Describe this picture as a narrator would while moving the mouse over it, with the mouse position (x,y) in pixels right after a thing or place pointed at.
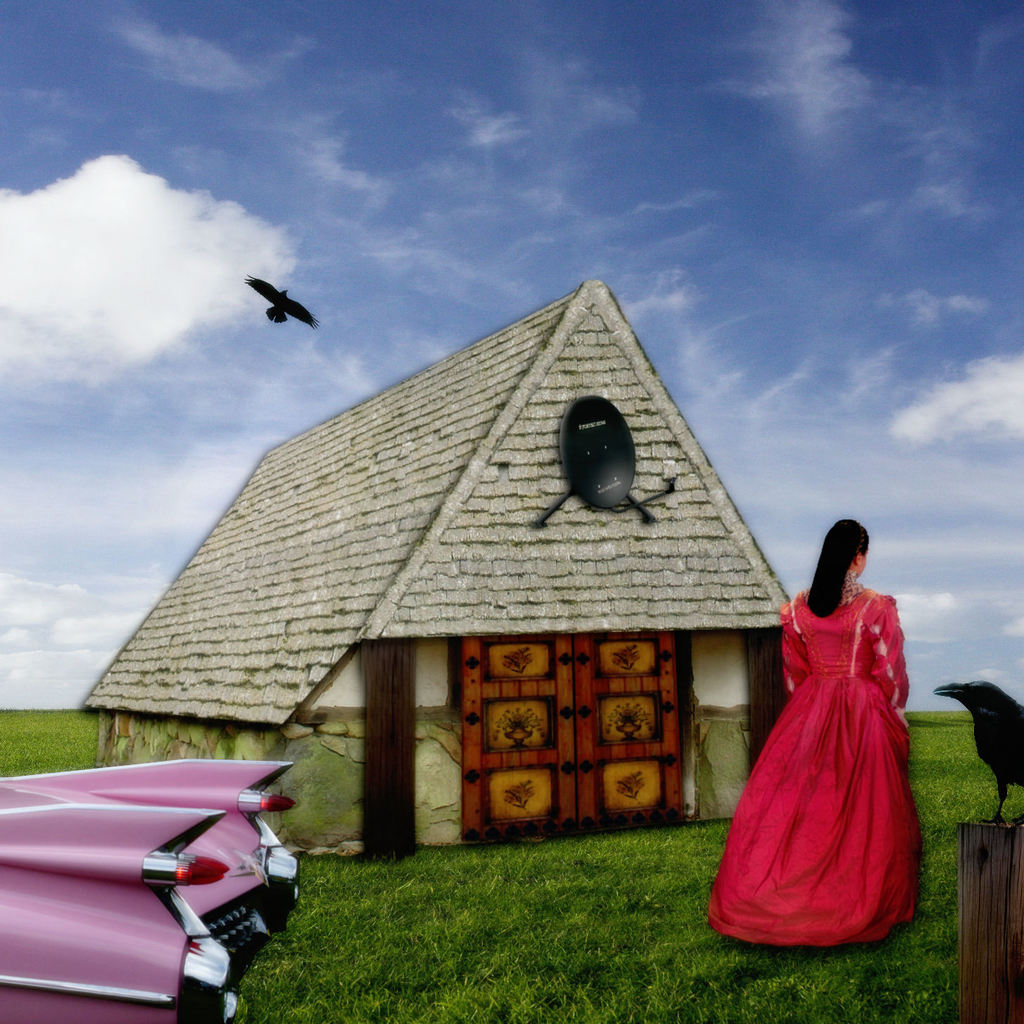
This is the drawing image in which in the front (124,886) there is an object (142,932) which is pink and black in colour. On the right side (1004,768) there is a bird (1004,785) standing on the wooden stand (987,891). In the center (436,673) there is a woman (812,738) walking, there is a house (512,602) and there is an object (574,490) which is black in colour, there's grass (554,940) on the ground (546,954), there is a bird (294,305) flying in the sky (257,312) and we can see clouds (184,263) in the sky (447,245).
